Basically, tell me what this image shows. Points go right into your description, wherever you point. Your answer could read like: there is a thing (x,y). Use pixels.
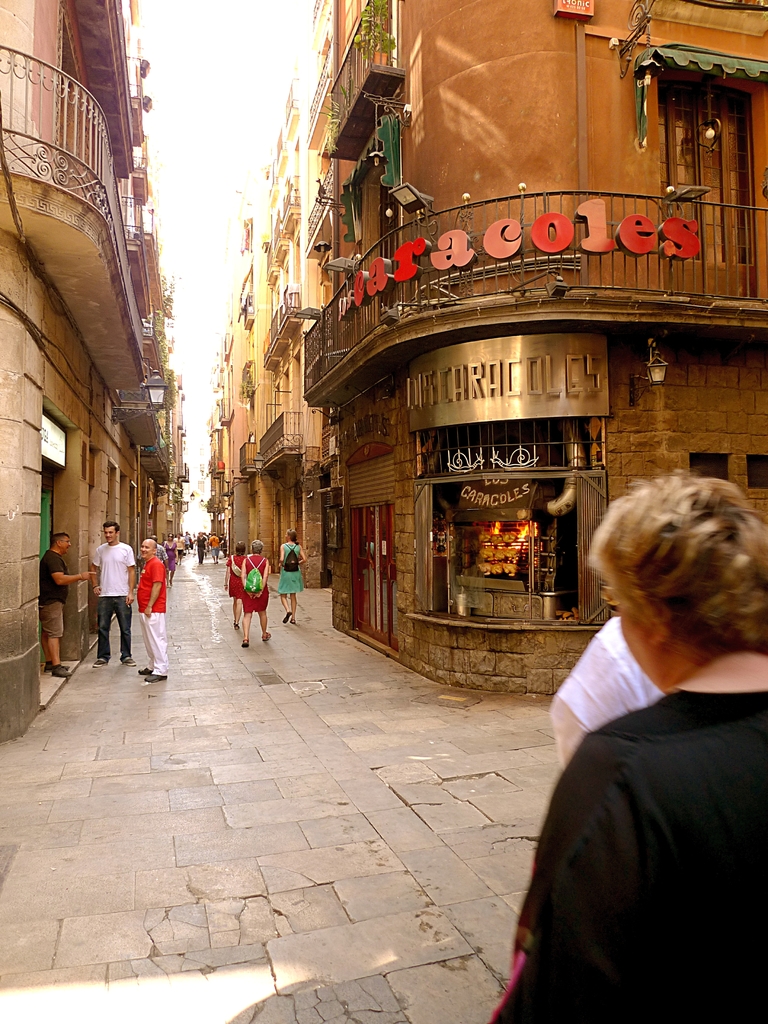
In this image we can see some persons (123,578), buildings (277,389), railing (270,258), name boards (416,363), plants (384,46) and other objects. In the background of the image (184,346) there is the sky (312,21). At the bottom of the image (487,845) there is the floor (235,866). On the right side of the image (705,575) it looks like a person (702,506).
